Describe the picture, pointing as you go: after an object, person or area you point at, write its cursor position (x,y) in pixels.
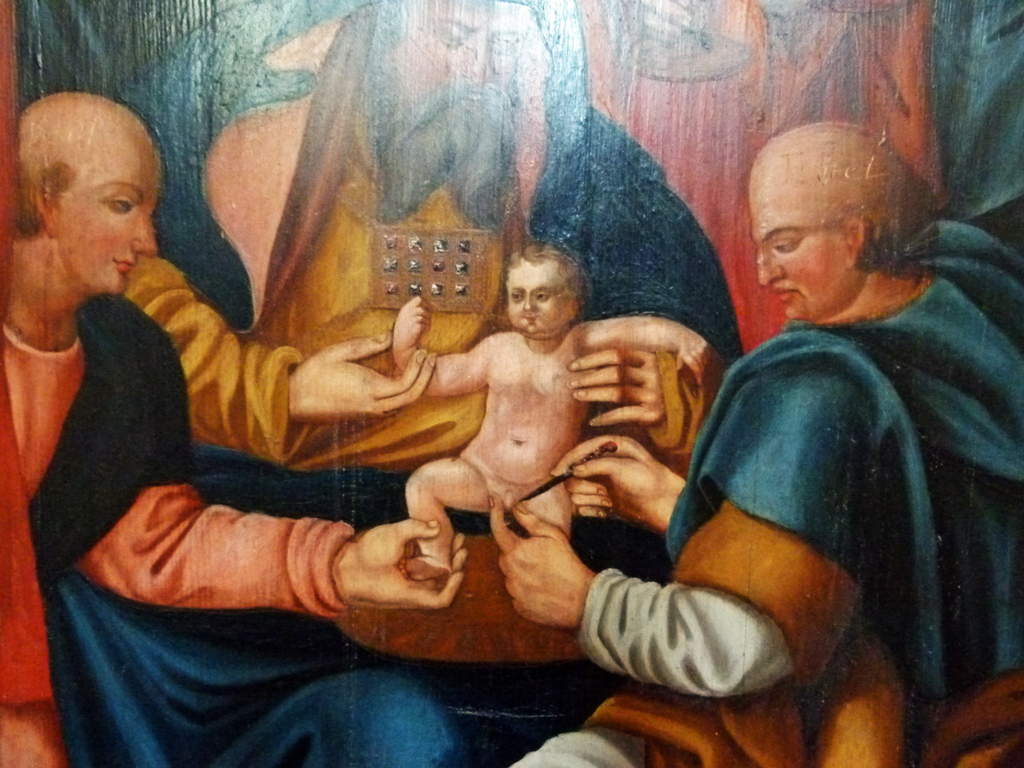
In this picture we can see painting (395,405) of some persons (52,461) and there is a kid (531,426).
